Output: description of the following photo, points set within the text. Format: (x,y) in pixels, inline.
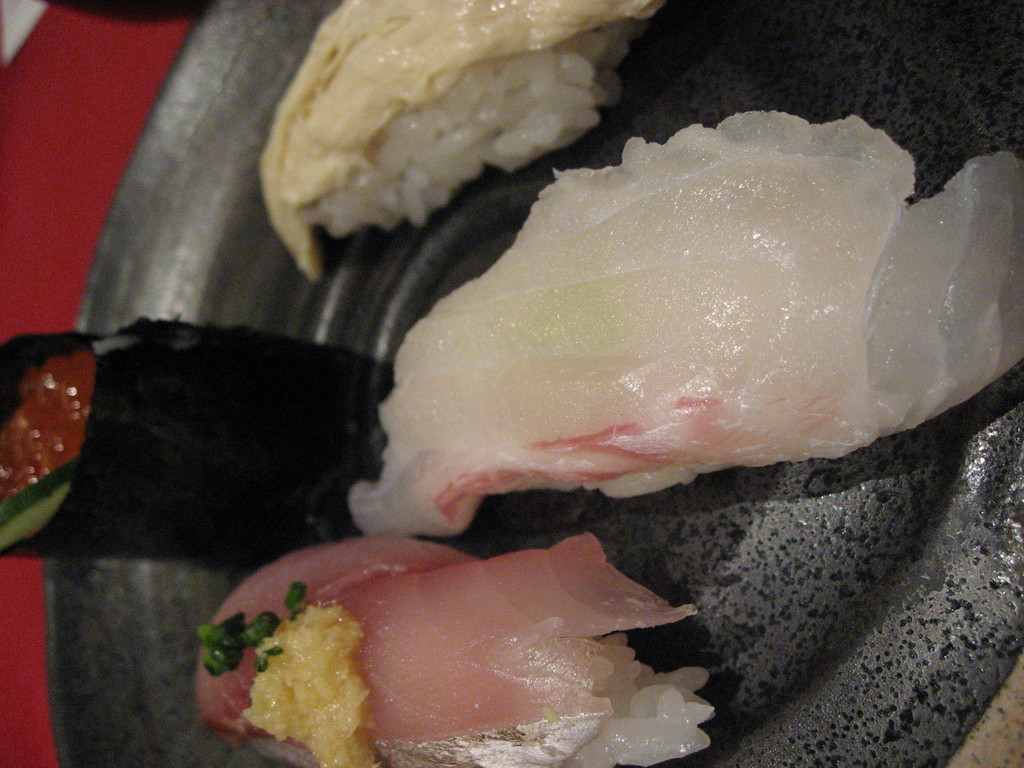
In the foreground of this image (635,555), there is a platter (755,568) in which sea food (654,359) is present on it. In the background (100,187), there is a red colored table (83,144).
